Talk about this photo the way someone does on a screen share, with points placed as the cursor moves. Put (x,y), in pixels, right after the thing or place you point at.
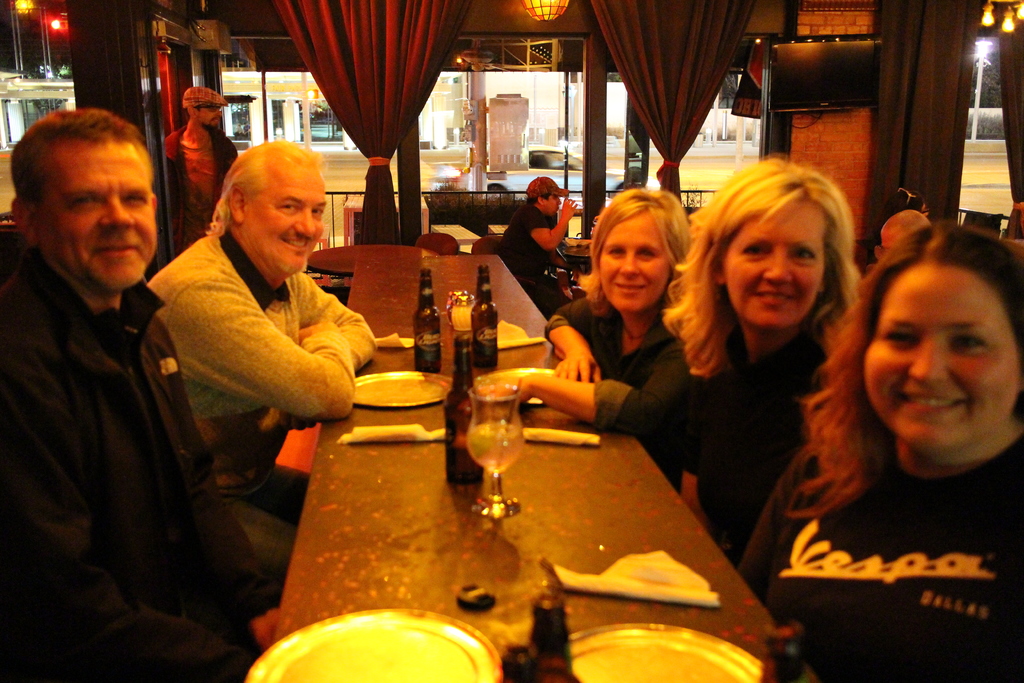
In the image there is a table (414,460), on the table (442,366) there are bottles (459,395) and plates (429,395), around the table (400,457) there are few people (108,444) sitting and behind them there are curtains (389,107), windows (499,103), lights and behind the windows (553,84) there is a street (325,148).
